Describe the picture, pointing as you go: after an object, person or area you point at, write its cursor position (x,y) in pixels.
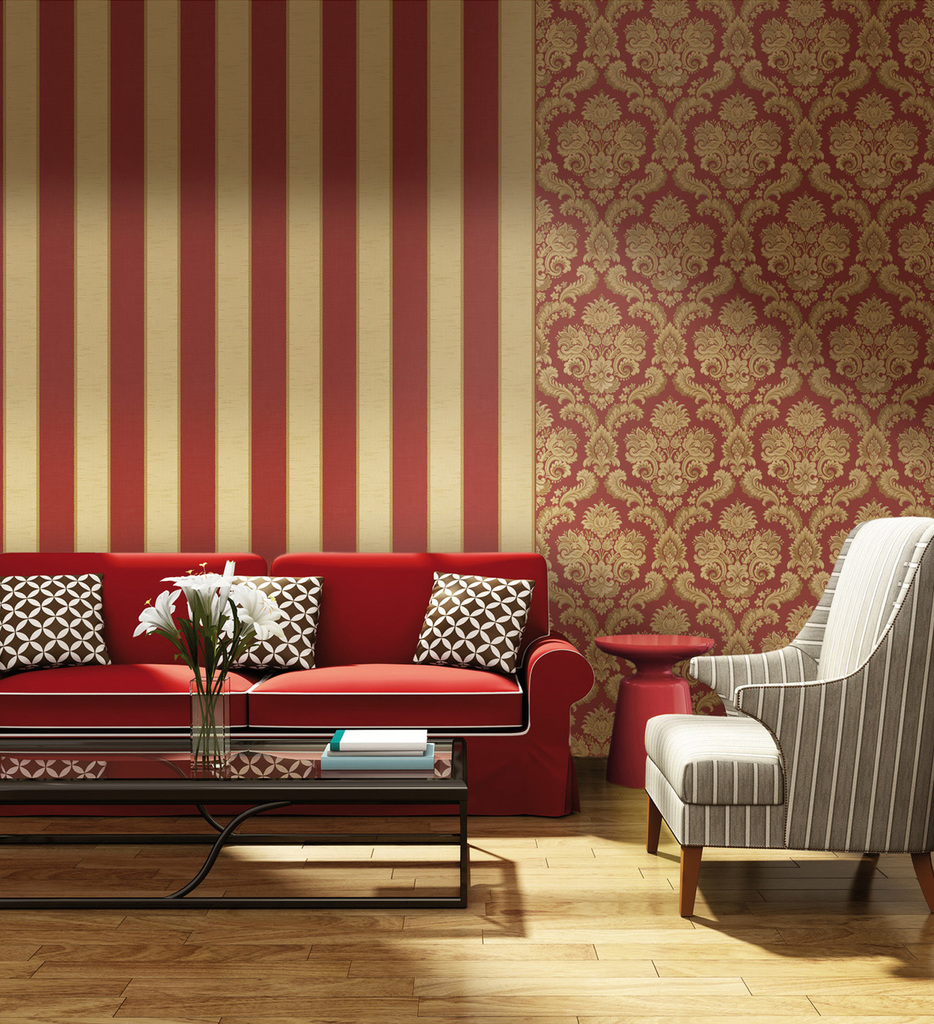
There is a red sofa (322,619) which has three pillows (286,645) on it and there is a sofa (772,677) beside it and there is a table (300,739) in front of it and the background wall (366,336) is red in color.
